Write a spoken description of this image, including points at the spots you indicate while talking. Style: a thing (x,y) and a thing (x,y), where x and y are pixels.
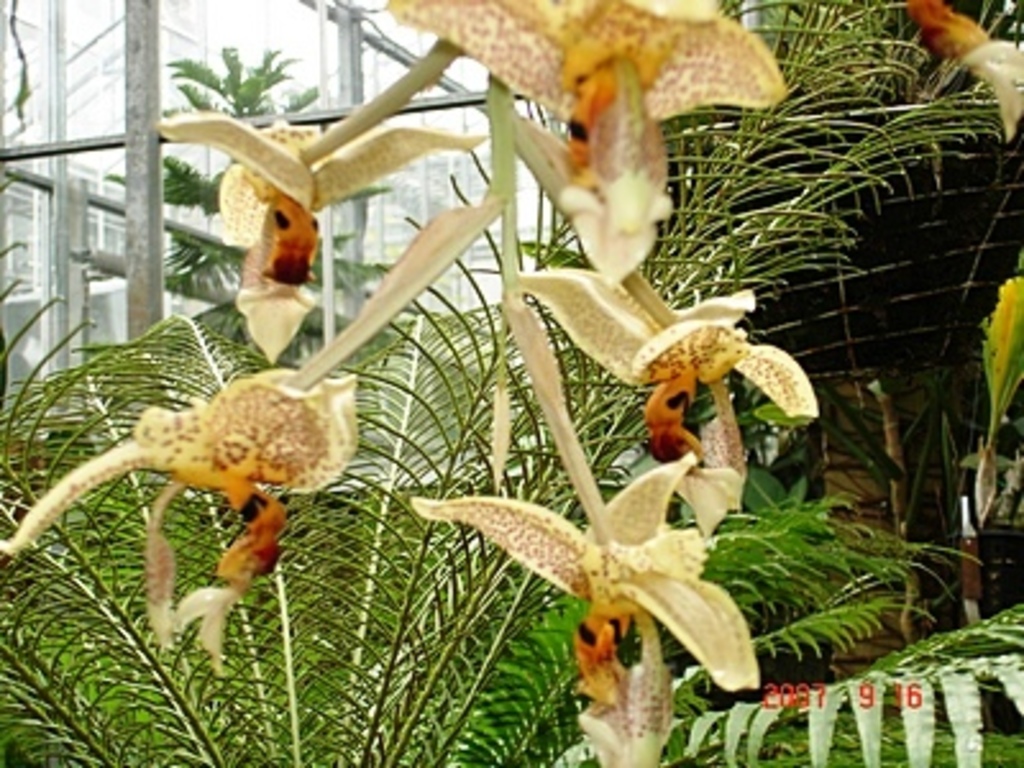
In the image i can see a flower (590,173), plants (423,392) and in the background (55,70) i can see a tree (234,100) and poles (153,161).
